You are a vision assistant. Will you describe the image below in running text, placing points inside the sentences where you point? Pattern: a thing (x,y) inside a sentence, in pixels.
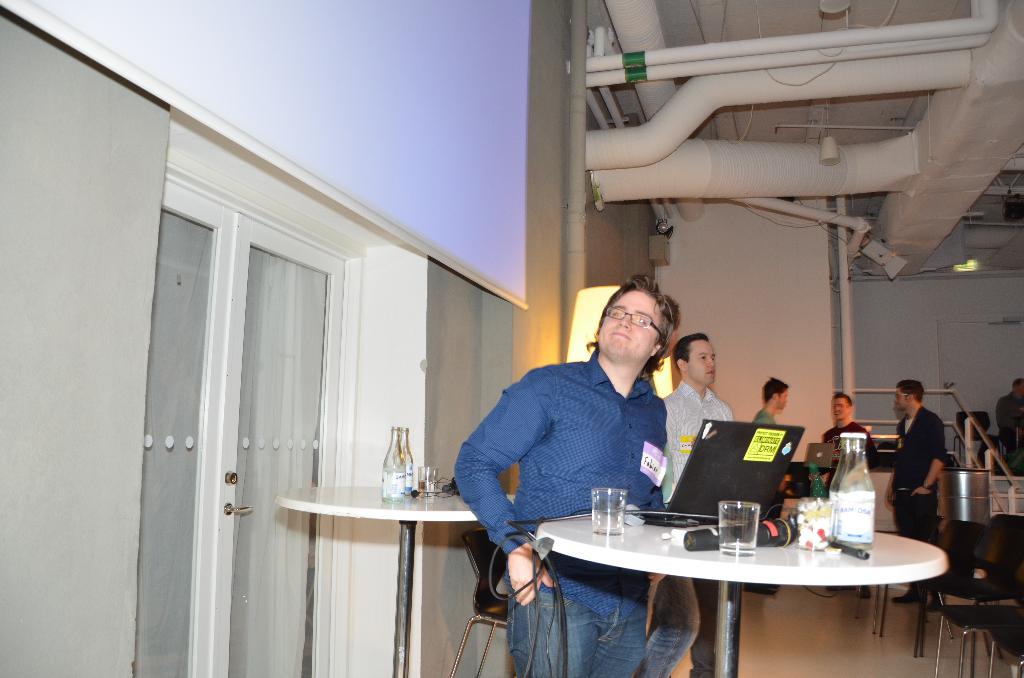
In this picture there are few men (902,408) who are standing. There is a laptop (731,474), bottle (865,532), glass (722,525) and few other objects (807,507) on the table (826,557). There is a barrel (965,479), light (968,269), pipes (703,112).
